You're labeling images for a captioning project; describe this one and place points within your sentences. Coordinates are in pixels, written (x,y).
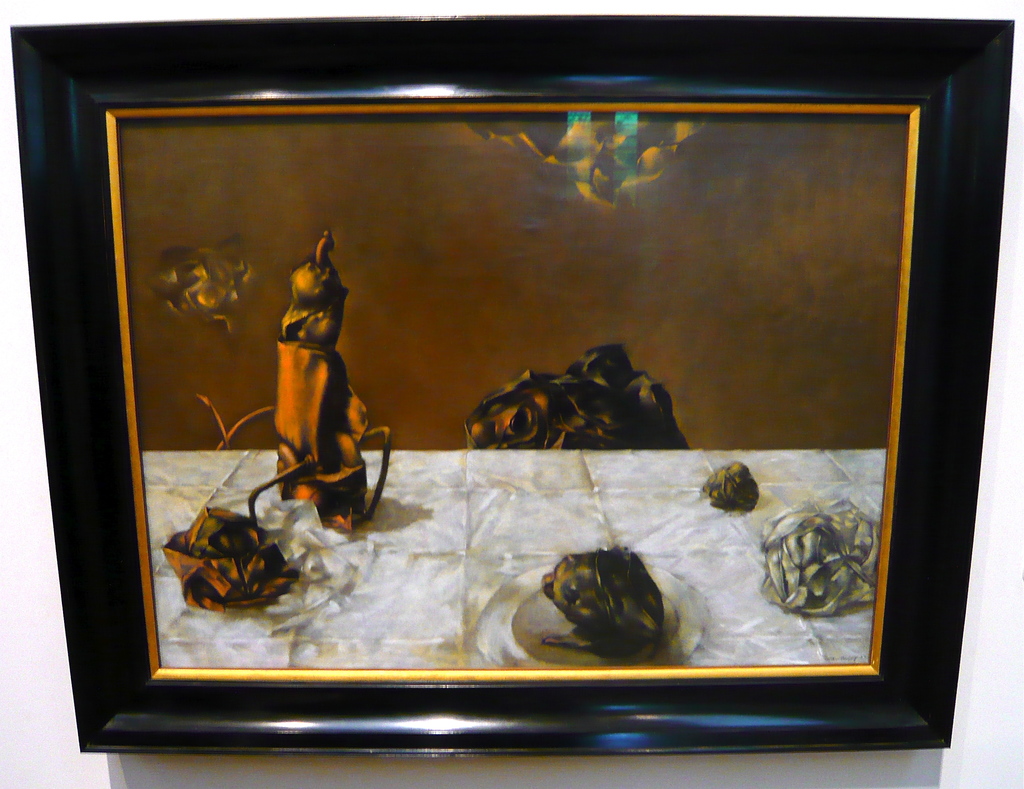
In this image there is a frame (468,745) hanging on the wall (1010,725).
